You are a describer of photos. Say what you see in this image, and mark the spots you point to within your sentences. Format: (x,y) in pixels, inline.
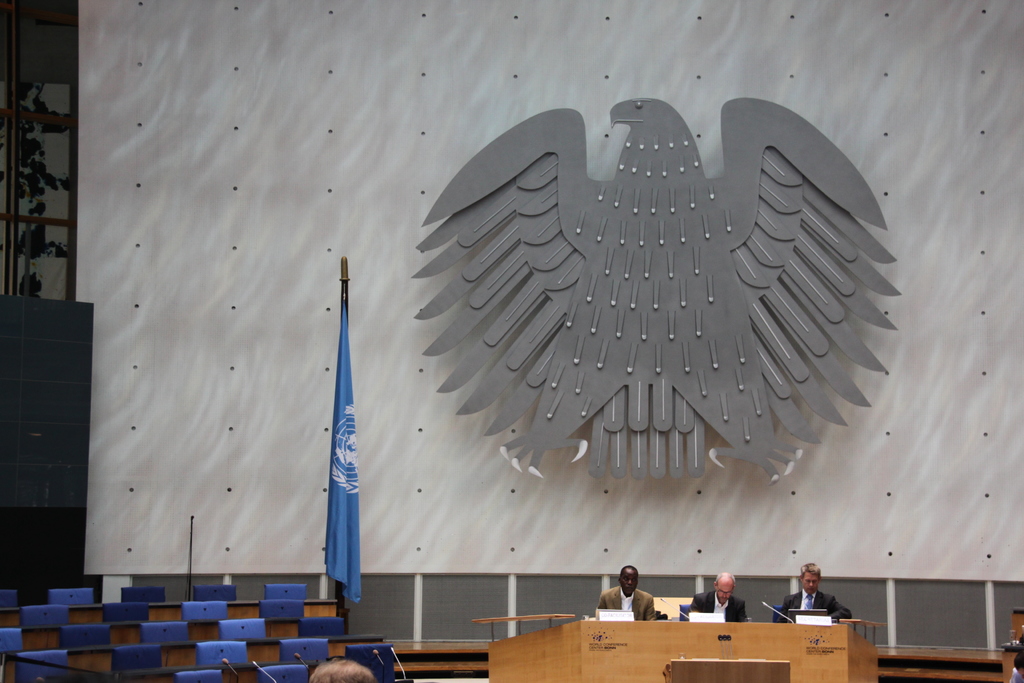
In this picture we can see three men (705,604) are sitting in front of a desk (740,635), we can see a laptop (800,611), a microphone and boards (628,613) present on the desk (763,629), at the left bottom (125,616) there are some chairs (227,643), there is a flag (346,502) in the middle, in the background (667,324) we can see a replica of an eagle (610,305).
